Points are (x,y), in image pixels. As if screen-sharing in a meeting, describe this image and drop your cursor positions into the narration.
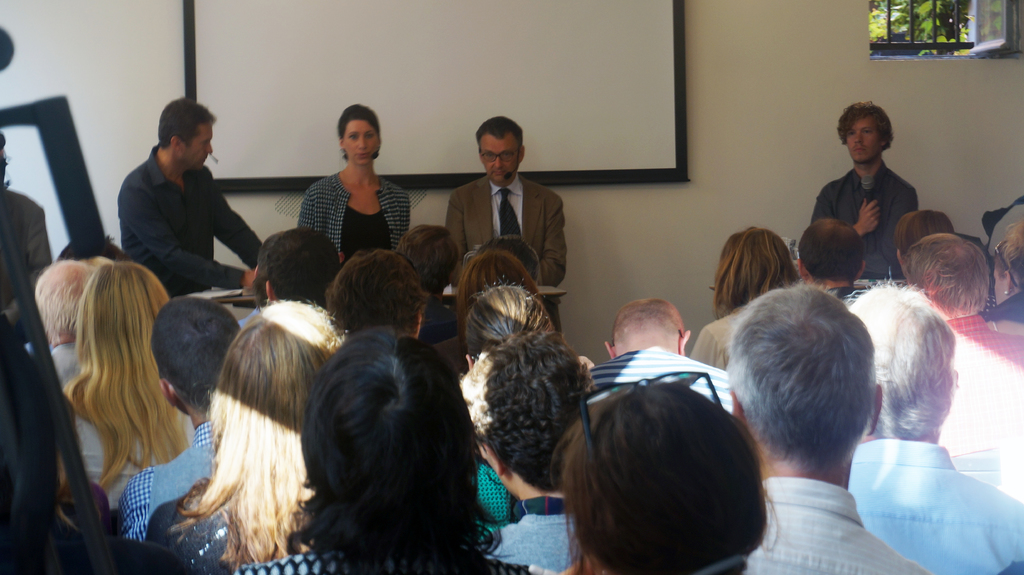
In the center of the image (541,239) there are people (468,367) sitting and some of them are standing. In the background (288,185) there is a screen (248,158) placed on the wall (618,235). On the right (923,34) there is a window (920,49).
